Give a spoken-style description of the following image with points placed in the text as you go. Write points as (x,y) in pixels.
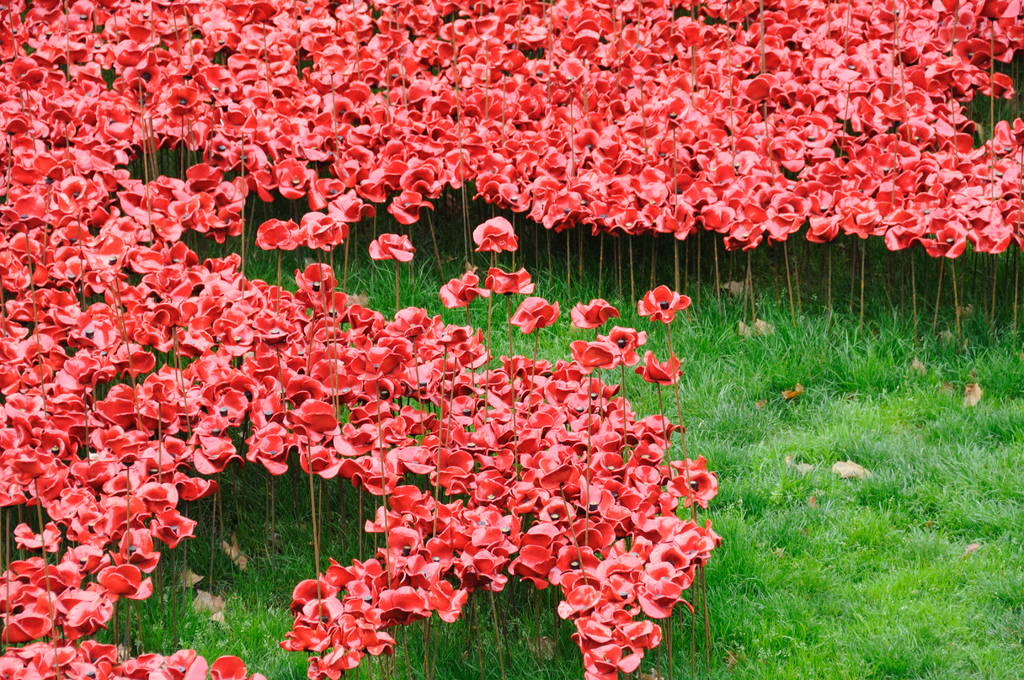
At the bottom of this image (543,496), there are plants (463,431) having flowers (228,465) and there's grass (1017,660) on the ground (985,321). In the background (854,311), there are plants (632,225) having flowers (970,191) and there's grass (1023,316) on the ground (933,459).
